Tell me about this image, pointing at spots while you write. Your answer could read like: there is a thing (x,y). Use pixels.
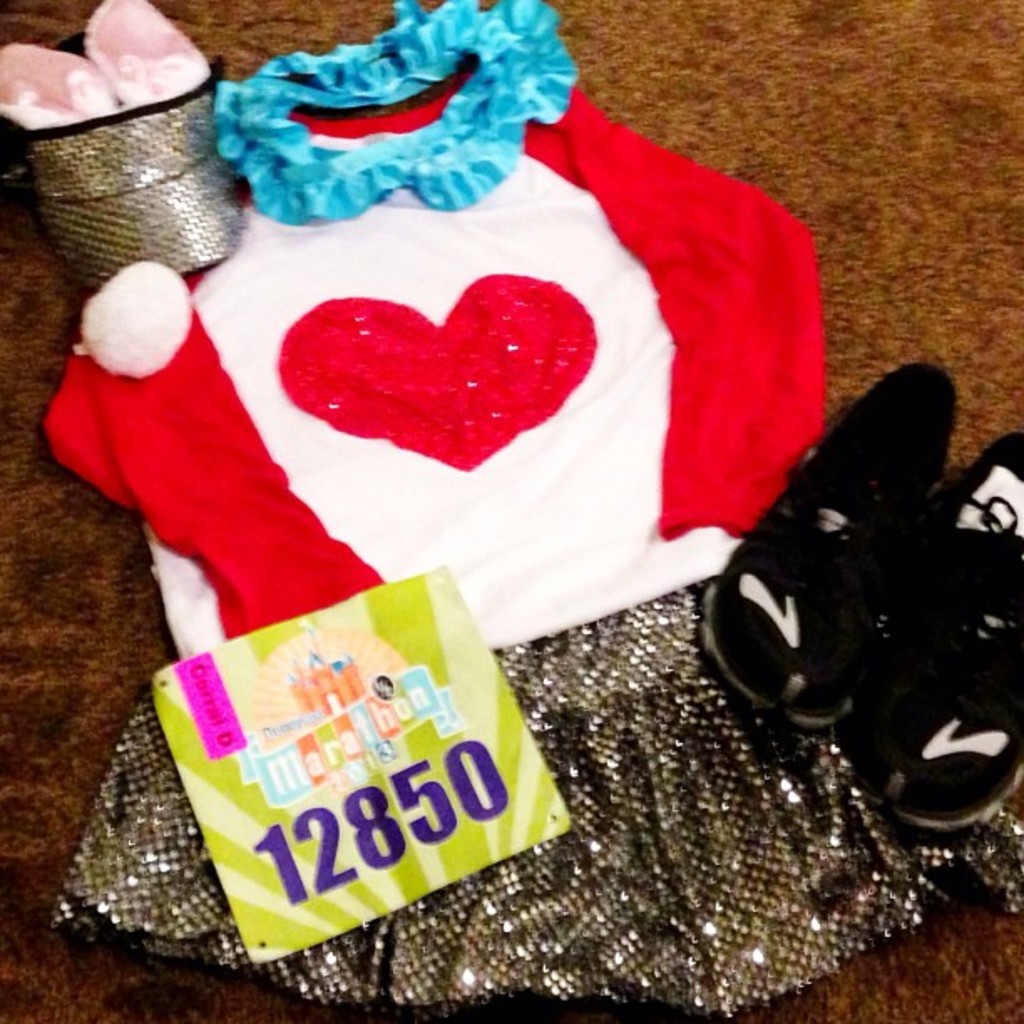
In the picture there is a dress (393,284) and shoes (800,665) kept on a carpet (888,56) and there is some card (326,684) kept above the dress (590,562).
